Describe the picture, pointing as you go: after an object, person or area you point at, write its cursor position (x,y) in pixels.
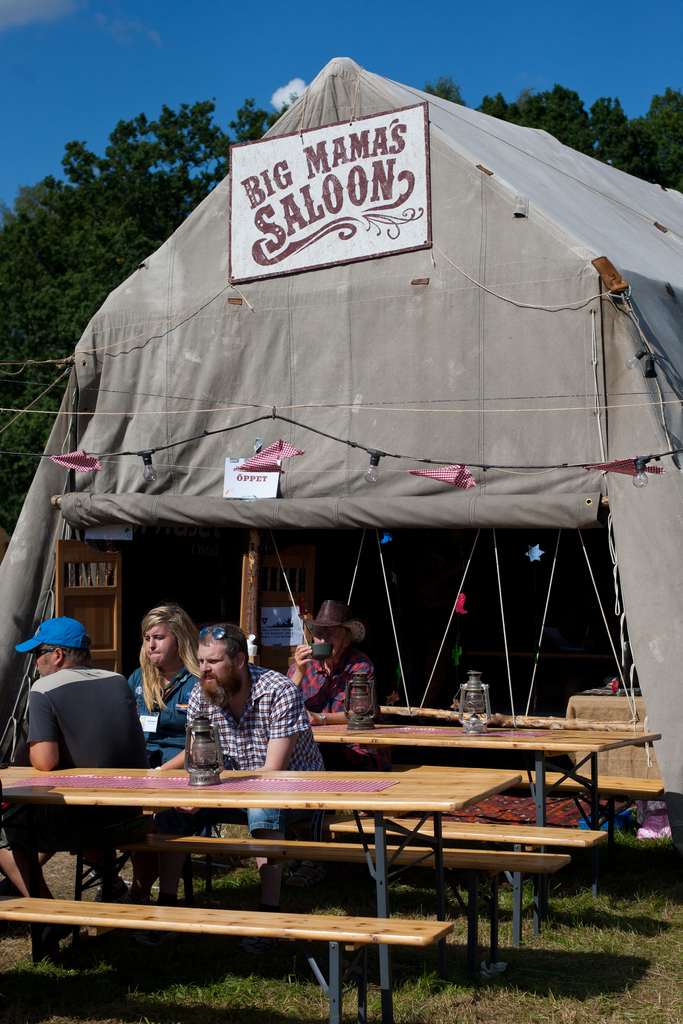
In this image four people (196,663) sitting on wooden benches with some lanterns (348,725) and I can see a tent (337,115) with boards (372,221) and some text (382,179) on boards (355,201) and I can see trees (108,224) behind the tent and at the top of the image (102,64) I can see the sky (114,87).
